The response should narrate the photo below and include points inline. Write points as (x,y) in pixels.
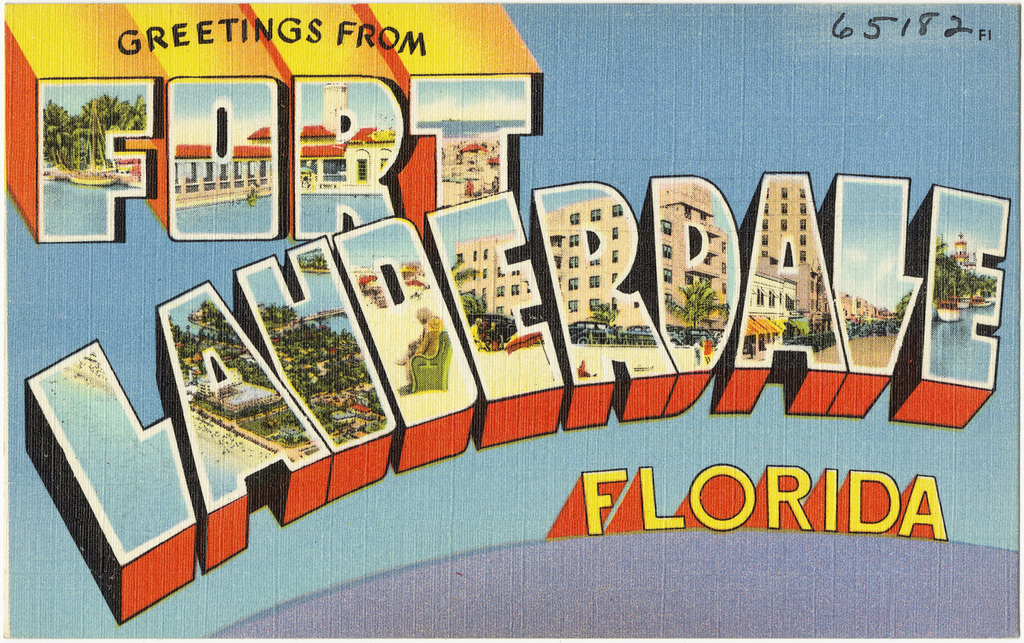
In this picture I can see a poster (397,97) with words (243,132), numbers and images (205,327) on it.
